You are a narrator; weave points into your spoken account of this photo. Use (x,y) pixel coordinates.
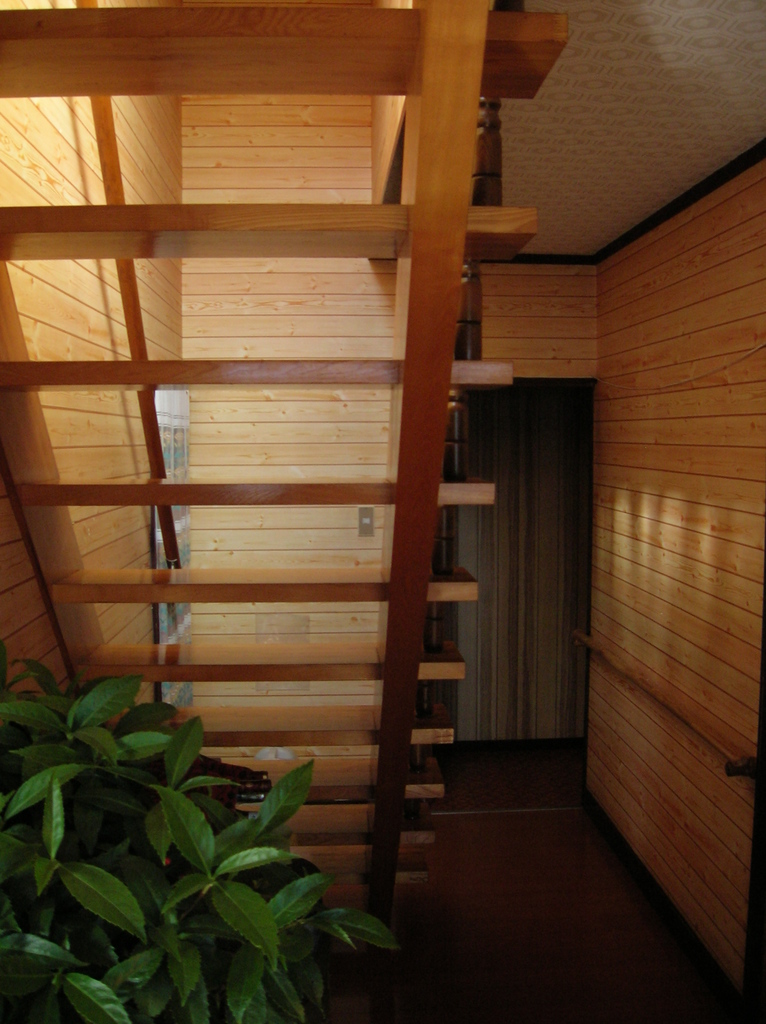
In this image I can see a houseplant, staircase (393,742) and also a wall (695,567). This image is taken, maybe in a house (484,746).
